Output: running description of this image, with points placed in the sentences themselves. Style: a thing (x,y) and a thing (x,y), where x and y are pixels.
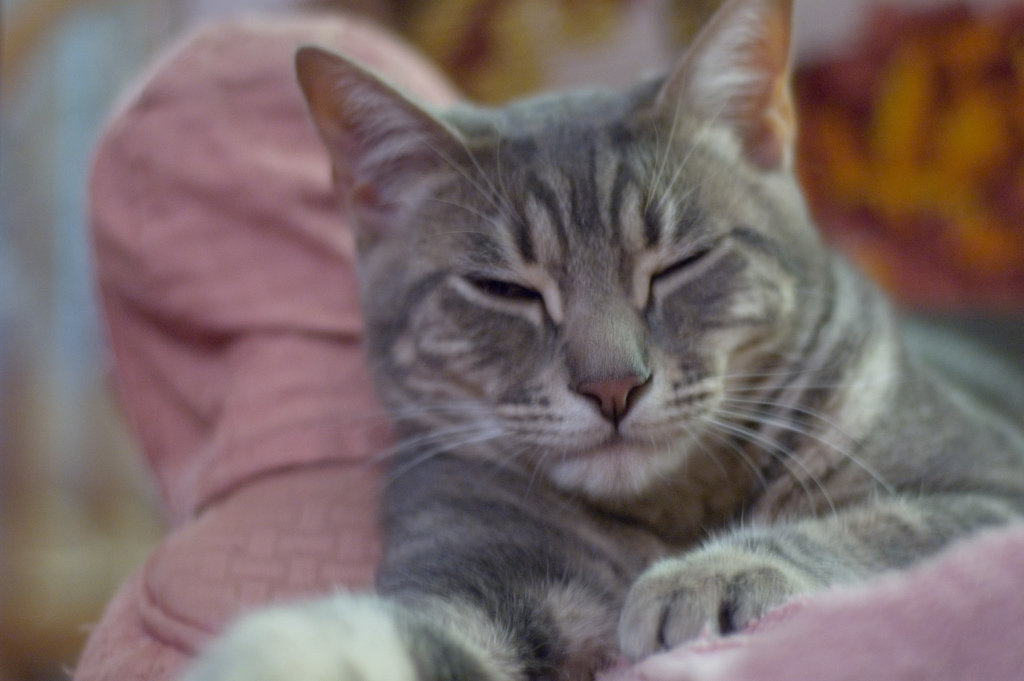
In this picture we can see a cat (691,499) and there is a blur background (20,590).
